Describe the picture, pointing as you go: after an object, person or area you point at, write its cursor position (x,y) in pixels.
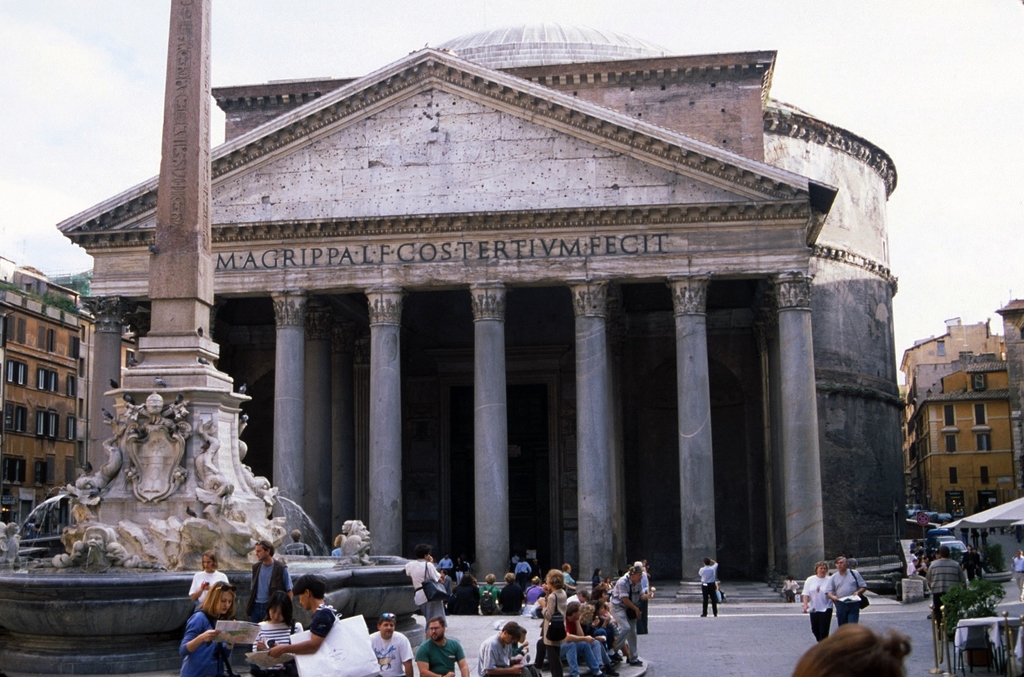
In this picture we can see the buildings (359,322), windows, pillars (693,353), wall (987,345), tent (959,524). On the left side of the image (101,652) we can see a fountain (167,441). At the bottom of the image (601,605) we can see a group of people (820,610), road (729,636). At the top of the image (26,33) we can see the clouds (40,152) are present in the sky (50,160).
